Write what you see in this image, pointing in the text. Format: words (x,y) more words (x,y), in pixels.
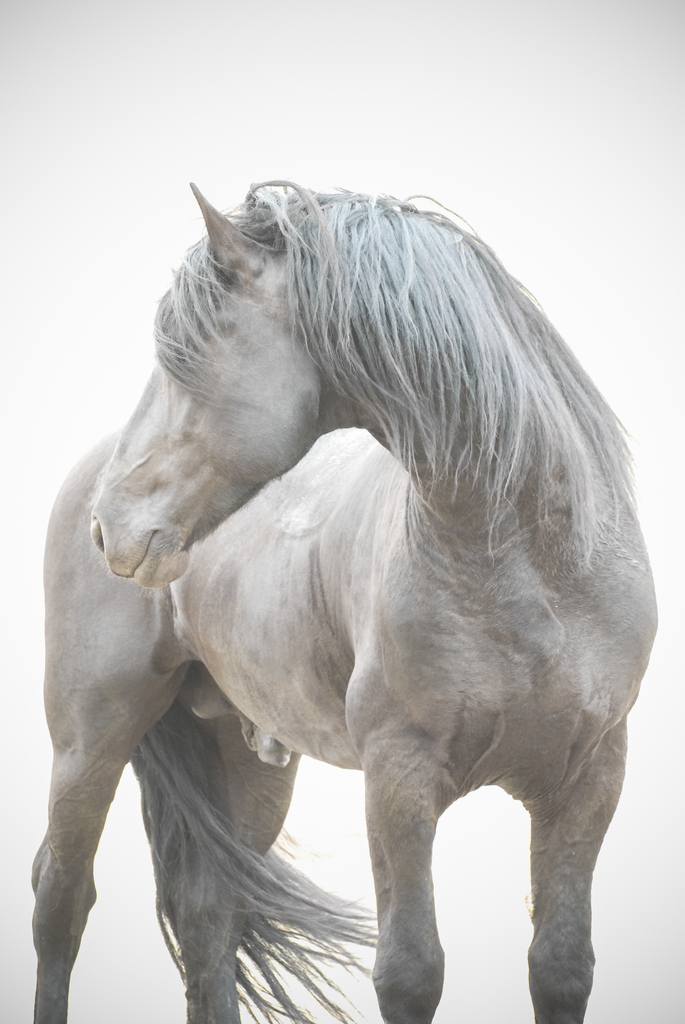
This image consists of a horse (208,756) in white color. It is in standing position. In the background (621,184), there is sky (34,532).
